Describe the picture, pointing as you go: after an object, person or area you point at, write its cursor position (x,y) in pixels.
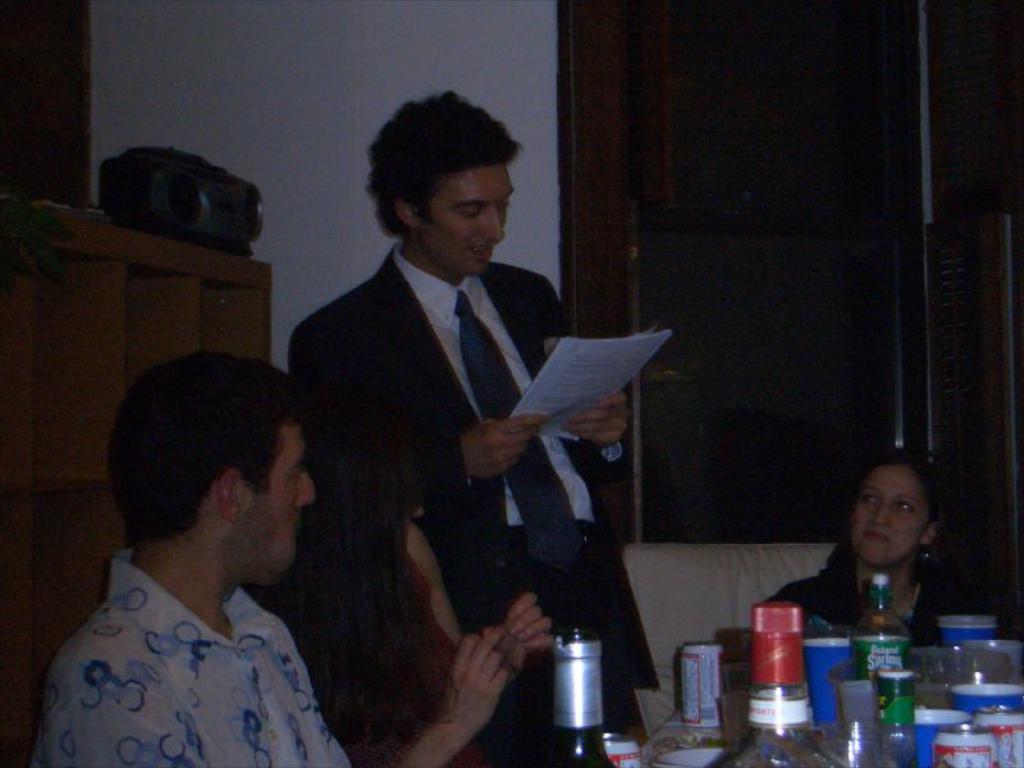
This image consists of four persons (270,612) in a room (714,705). To the right (912,666), there is a table (901,688) on which there are many bottles (774,709). To, the left, there is a rack (110,269) on which a music player (109,208) is kept. In the background (572,151), there is a window (745,84) along with wall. In the middle (482,494), the man (401,340) wearing suit (427,408) is reading.
